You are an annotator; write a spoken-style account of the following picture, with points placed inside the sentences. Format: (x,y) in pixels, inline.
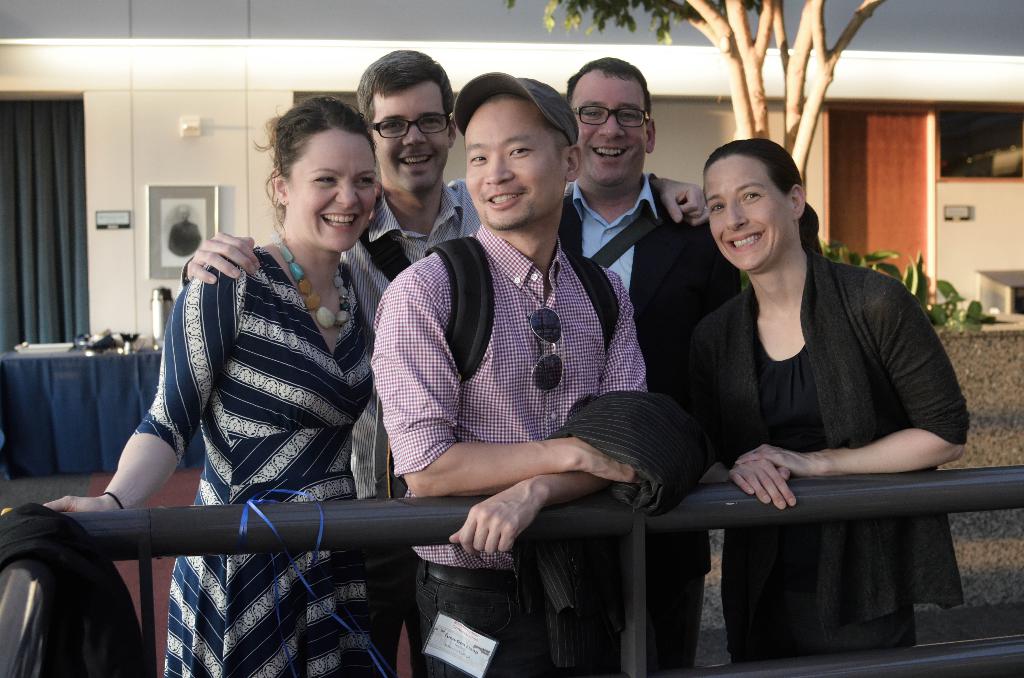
In this picture we can see five people (692,353) standing here, this man (520,364) is carrying a backpack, in the background (490,62) there is a building (638,36), we can see a tree (758,51) here, on the left side (46,204) there is a curtain (29,200), we can see a table (109,366) here, there is a cloth (105,429) here, we can see a tag (459,654) here.
